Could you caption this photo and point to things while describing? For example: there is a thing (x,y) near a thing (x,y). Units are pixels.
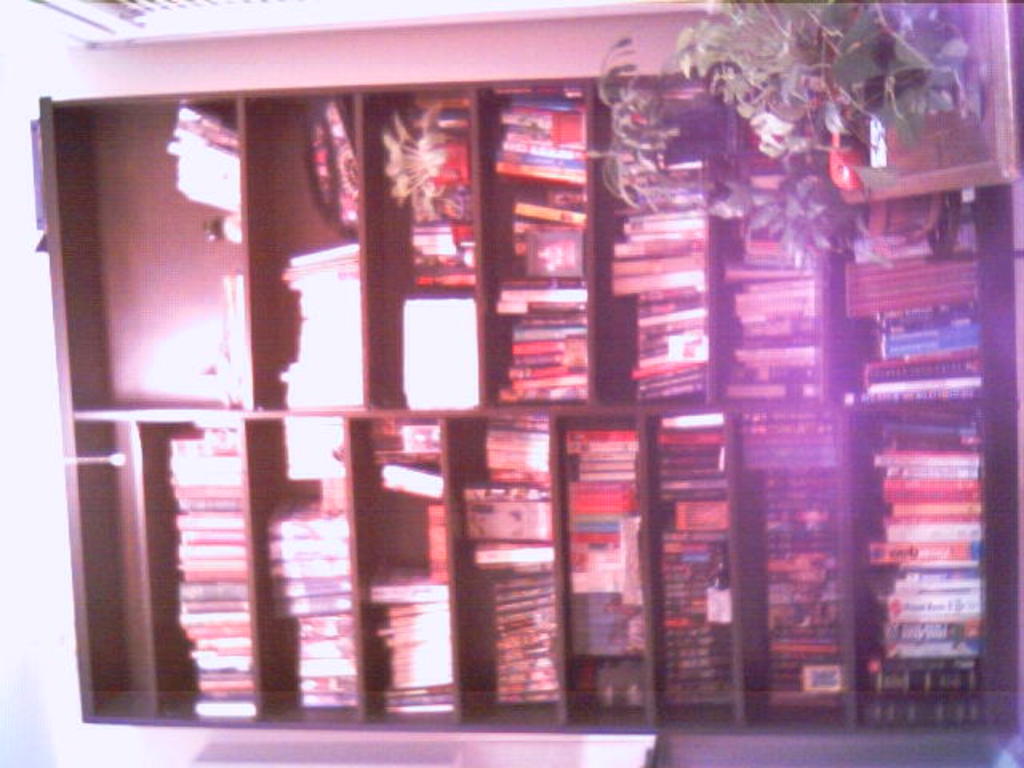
In the picture I can see a shelf (261,277) which has books (518,427) and other objects (339,399). Here I can see plants (796,108).
